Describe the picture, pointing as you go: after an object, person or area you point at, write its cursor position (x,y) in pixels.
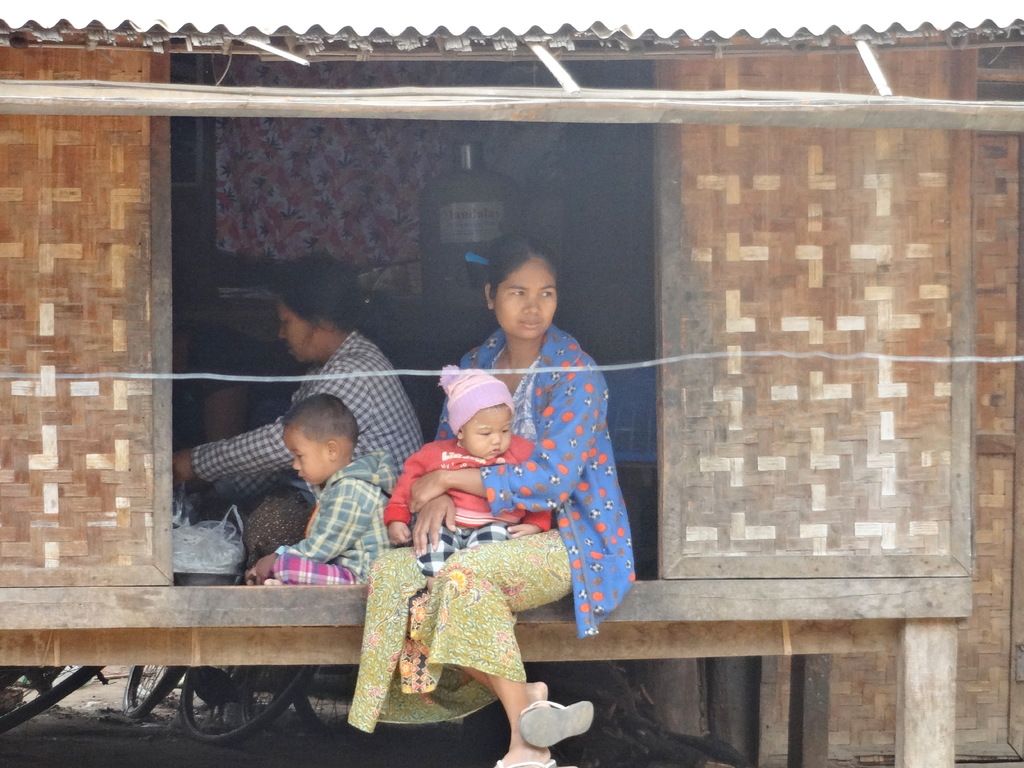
In this picture we can see a shed (843,437), here we can see people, water can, curtain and some objects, under this shed (780,608) we can see bicycles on the ground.
